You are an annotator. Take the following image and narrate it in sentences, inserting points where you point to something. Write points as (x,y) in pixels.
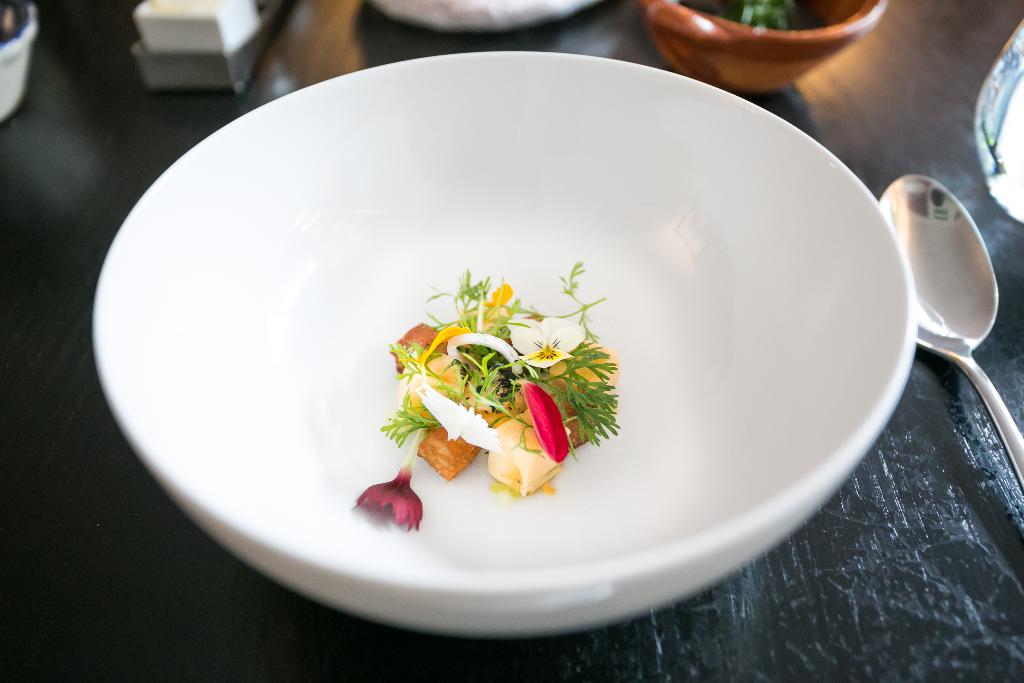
In the center of the image (491,403) there are flowers (455,423) in a bowl (434,578). On the table (914,91) we can see spoon (964,317), bowls (14,44) and some objects (210,55).
